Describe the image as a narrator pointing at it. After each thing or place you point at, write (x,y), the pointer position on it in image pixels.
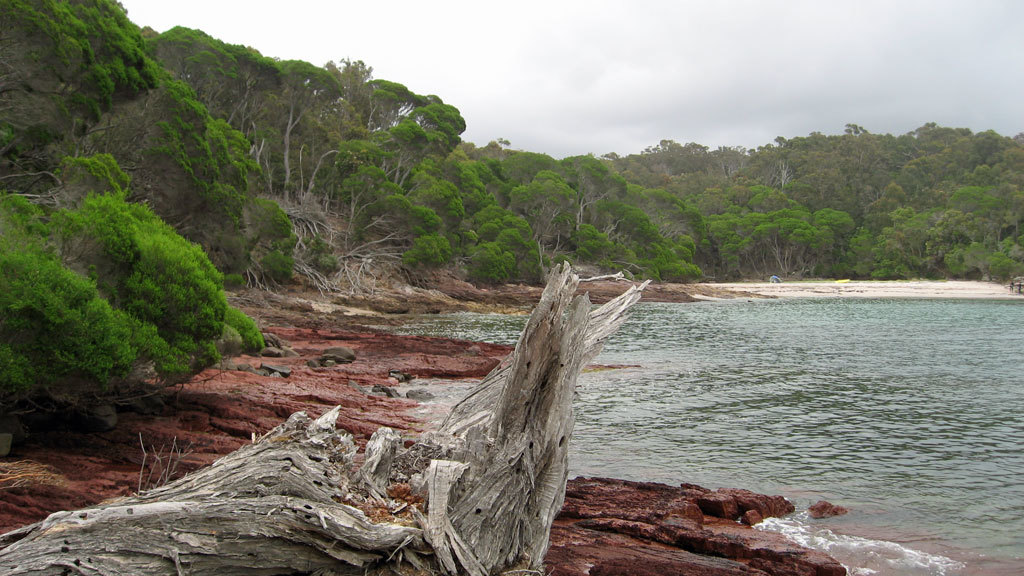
There are water (833,389) in the right corner (822,386) and there are trees (574,212) in the background (603,197).
